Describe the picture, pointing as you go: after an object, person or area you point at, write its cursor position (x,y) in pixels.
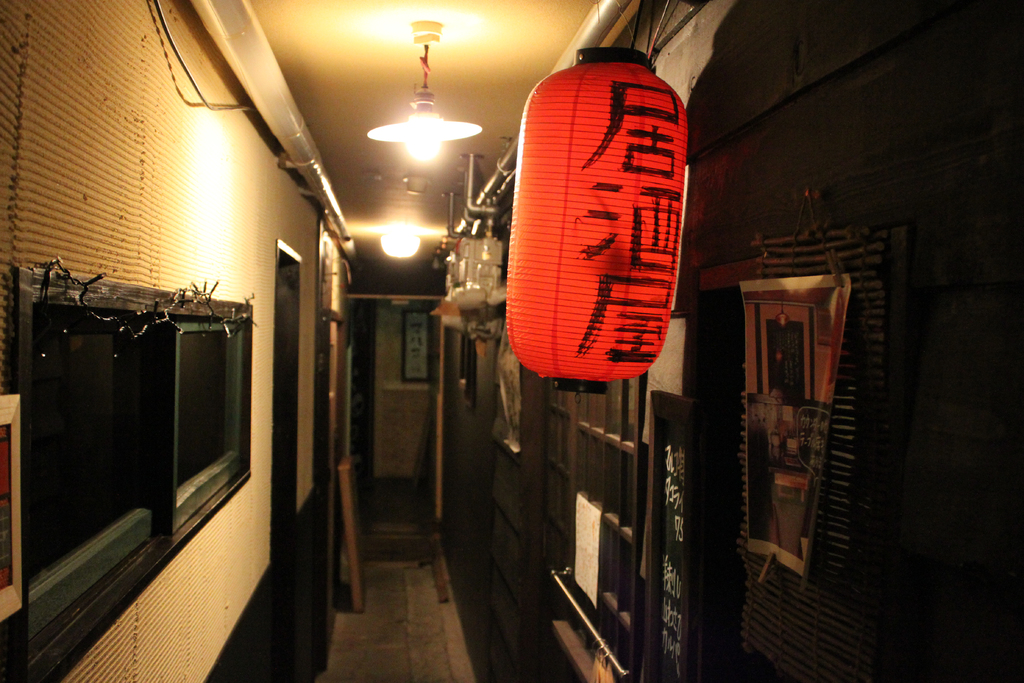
In this image we can see walls (645,488) with windows (195,434). Also there are posters (800,491) with text (669,578). On the ceiling (407,161) there are lights (430,138). Also there are few other items (484,256).
